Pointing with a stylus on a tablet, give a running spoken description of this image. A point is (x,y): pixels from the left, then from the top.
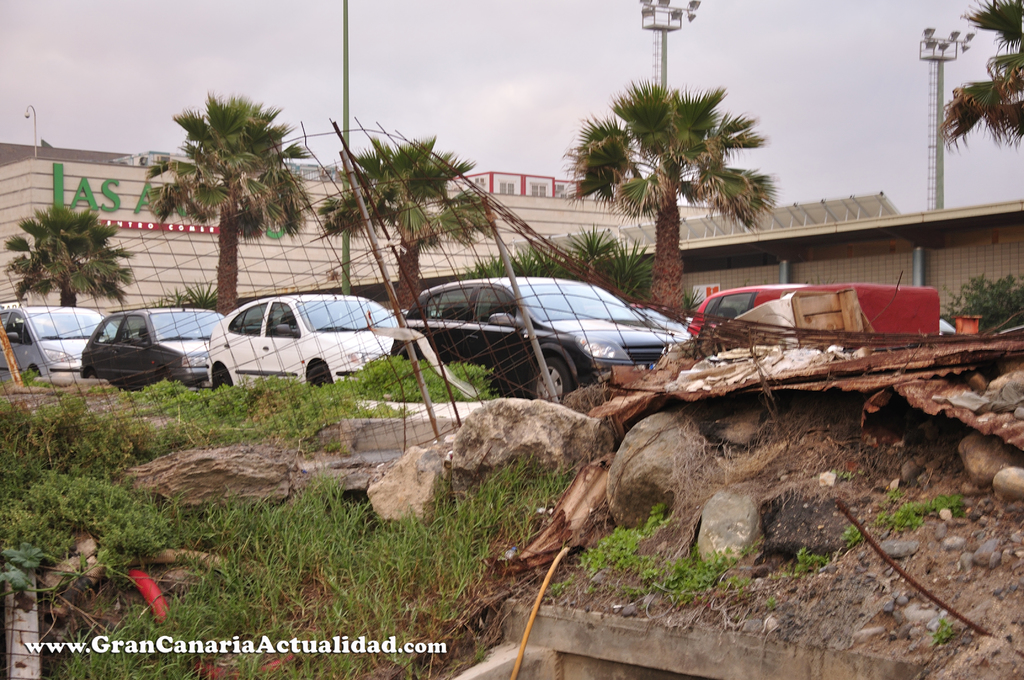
In this image in front (475,517) there is grass (395,521) and there are stones (723,537). In the center (505,317) there are vehicles (408,317) and in the background (342,257) there are trees (278,219) and there are buildings (322,217) and poles (363,200) and the sky (954,190) is cloudy.
